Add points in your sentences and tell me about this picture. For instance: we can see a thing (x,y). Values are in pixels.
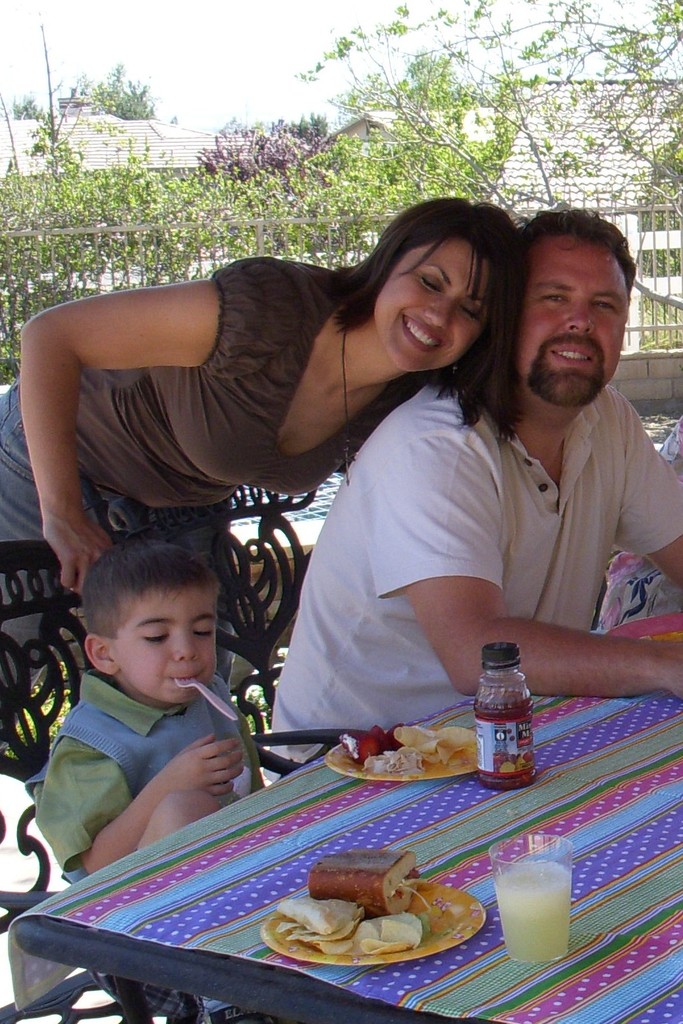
In this image we can see man (428,456) and a child (74,729) sitting on chairs (58,706). Also there is a lady (244,367). And the child (183,630) is having a spoon (225,704) in the mouth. Also there is a table (248,844) with cloth (250,859). On the table (271,848) we can see glass (513,880) with drink (566,895), bottle (490,696) and plates (418,774) with food items (386,914). In the background (271,181) there are trees (231,210), railing (176,223), and buildings (652,92). Also there is sky (187,47).
